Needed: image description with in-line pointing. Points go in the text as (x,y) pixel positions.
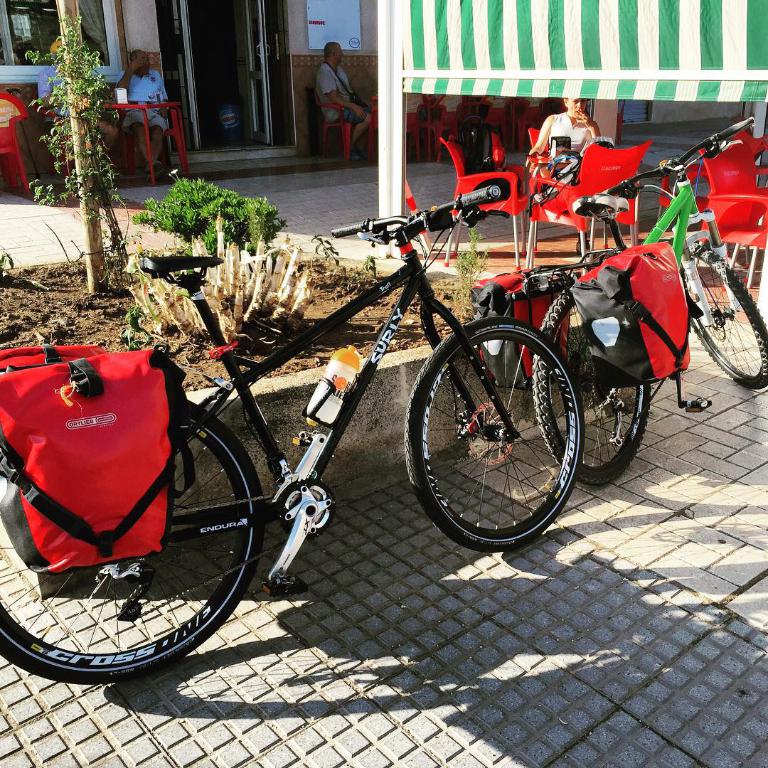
In this image in the middle (450,341) there are cycles (342,420), bags (6,470), bottle (341,396). At the bottom (419,681) there is a floor (361,625). In the middle (261,268) there is a woman (573,122), she wears a dress (562,128), she is sitting on the chair (545,181) and there are many chairs (517,222), tents (591,49), some people (129,97), table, house (211,40), window (83,27), glass (49,30), door (242,48), plants (254,223).
